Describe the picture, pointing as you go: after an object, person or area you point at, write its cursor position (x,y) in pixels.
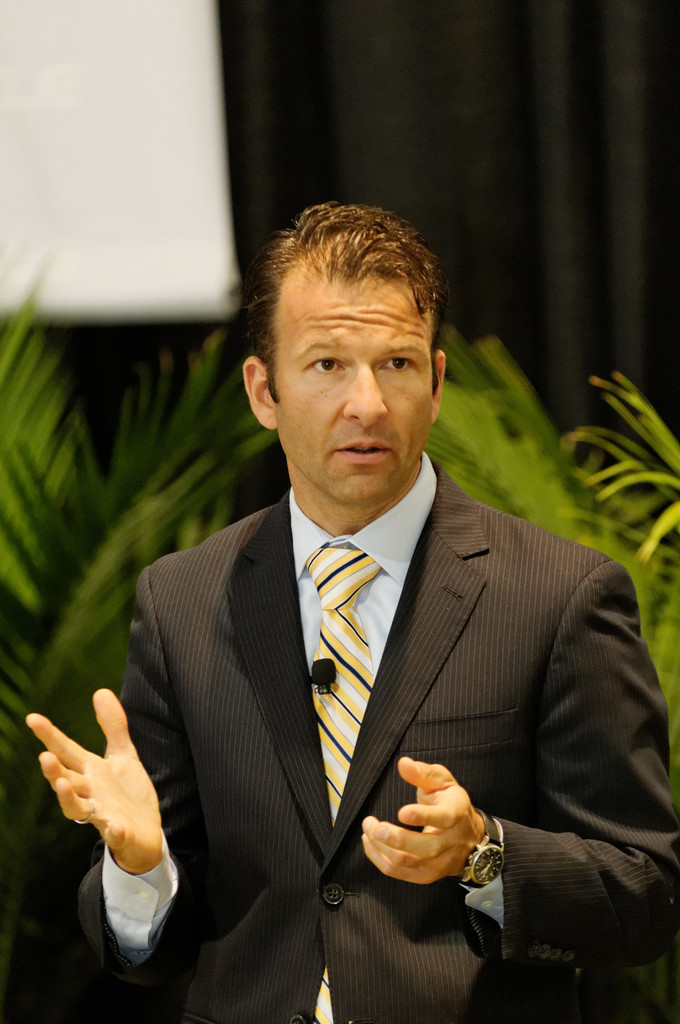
In this picture there is a man (357,348) who is wearing suit (263,742) and watch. In the suit (382,679) we can see a small mic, behind him we can see the plants (514,492). In the top left corner (77,119) there is a projector screen (128,251). In the top right (507,250) we can see the black cloth (558,152).
